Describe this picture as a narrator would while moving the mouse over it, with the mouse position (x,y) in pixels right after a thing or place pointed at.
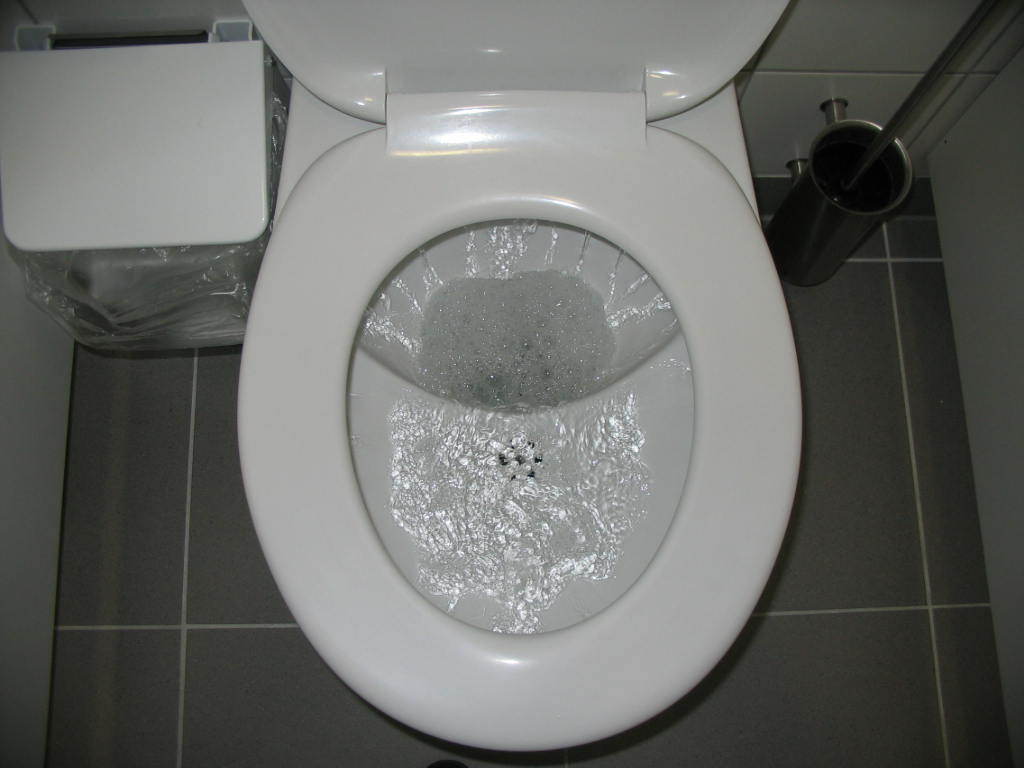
In this picture we can see a toilet seat (612,623) on the floor (198,409) and in the background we can see a wall (1004,448) and some objects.
